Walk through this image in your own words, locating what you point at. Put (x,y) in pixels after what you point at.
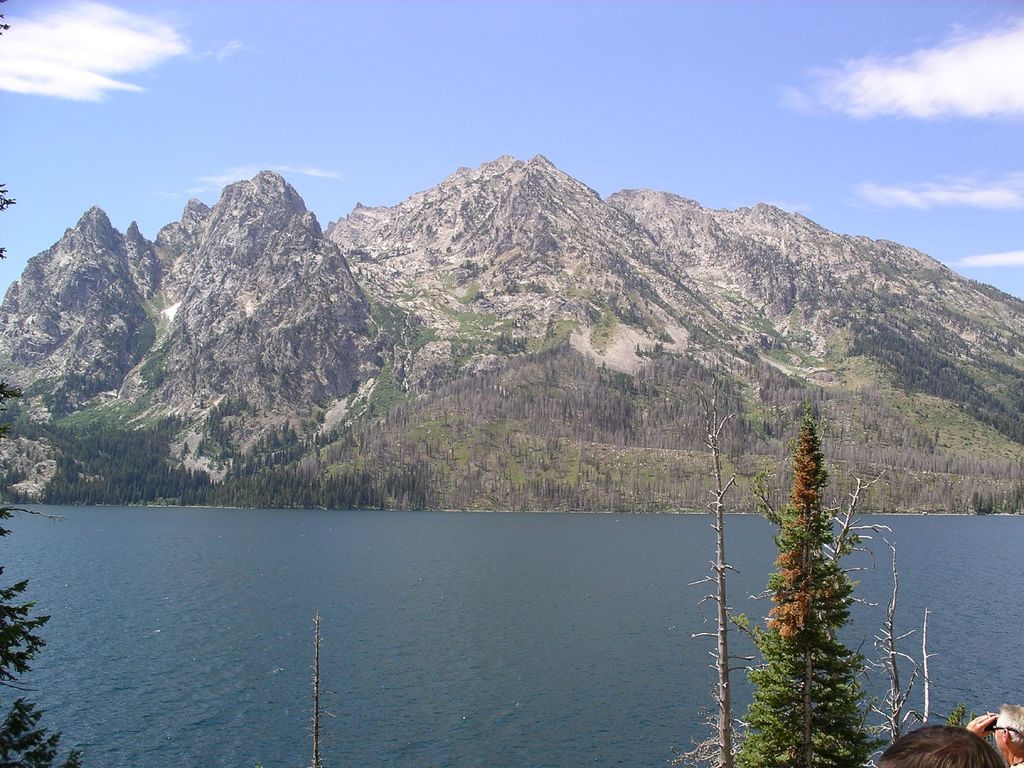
In this image we can see some persons (928,742) standing at the bottom of the image (994,755) and at the background of the image (256,560) there is water (139,538) and there are some mountains (310,250) and at the top of the image (366,67) there is clear sky (360,88).
